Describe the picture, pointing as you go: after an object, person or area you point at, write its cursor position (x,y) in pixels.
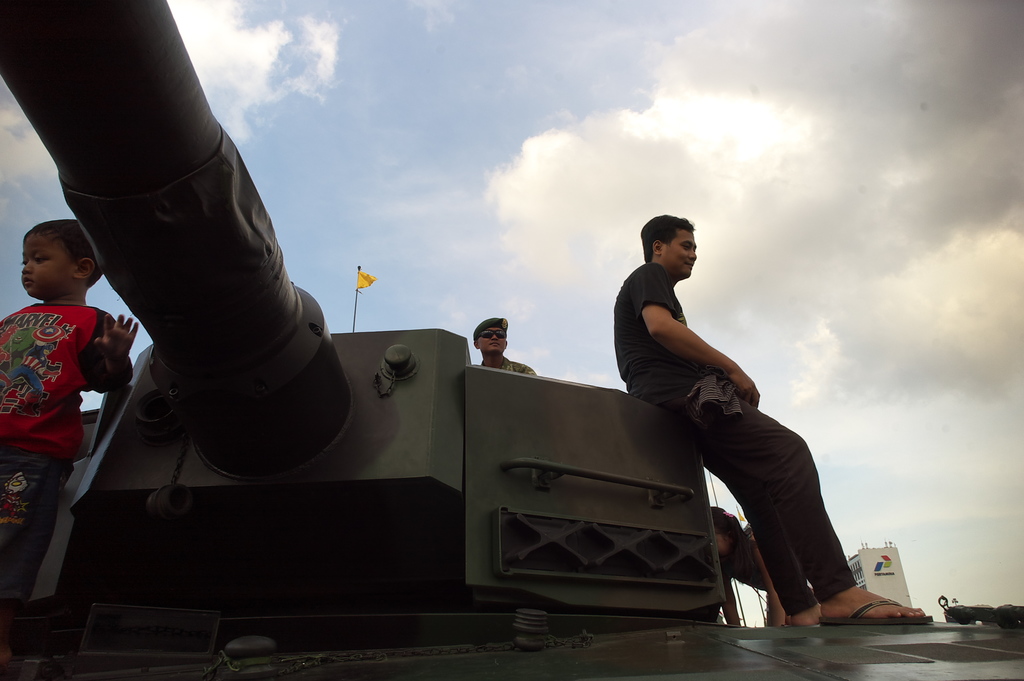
In this image there is a military tank (528,581). A person (791,552) is sitting on it. Left side (18,525) there is a kid (51,341) wearing a red shirt (56,369) is standing on the military tank (287,632). Behind the tank (391,621) there is a person (492,348) wearing a cap (484,327) and goggles (500,333). There is a flag (369,276) attached to the pole (355,314). Right side (877,554) there is a building (905,588). Top of image (479,209) there is sky (912,575) with some clouds (659,171).
